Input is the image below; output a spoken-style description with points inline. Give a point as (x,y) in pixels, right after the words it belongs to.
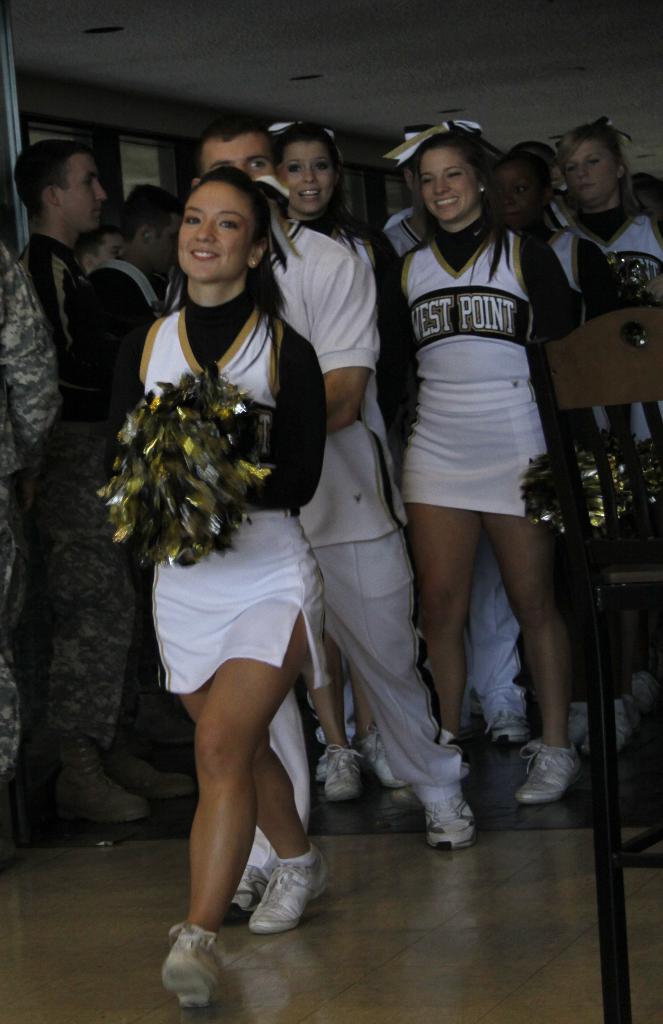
In this image I can see few people (305,292). Few girls (384,364) are holding pom-poms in their hands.
